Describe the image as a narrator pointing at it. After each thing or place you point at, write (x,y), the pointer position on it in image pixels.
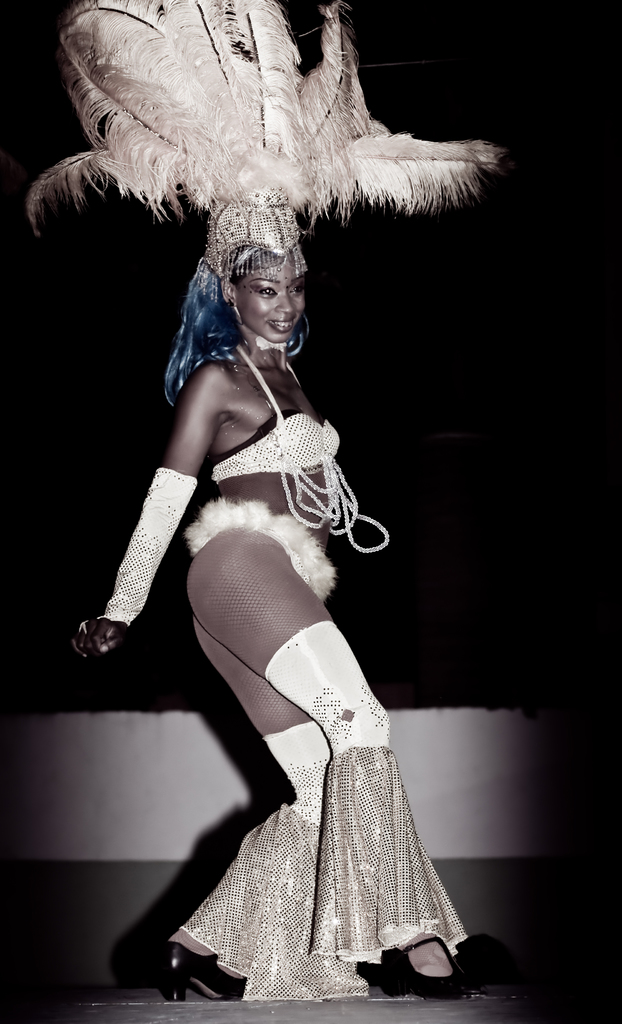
In this picture there is a African girl (268,383) wearing white color dress (330,823) with bird feather cap (215,257), dancing on the stage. Behind there is a black background (106,351).
